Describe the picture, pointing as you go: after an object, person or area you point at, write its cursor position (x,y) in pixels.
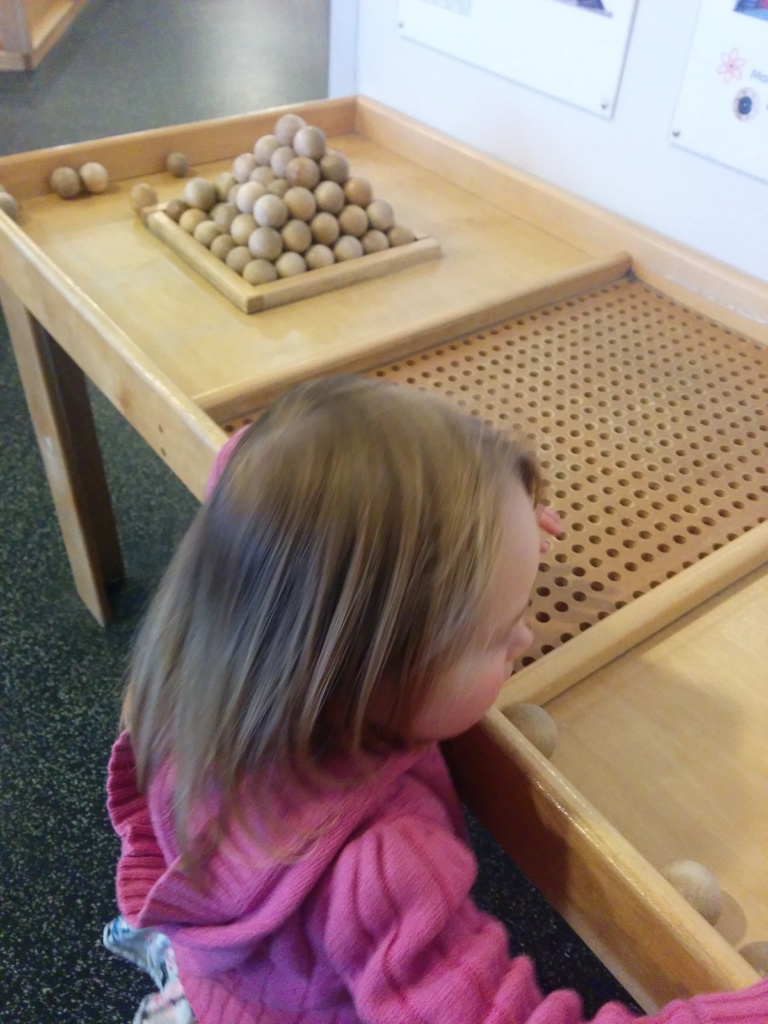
This is a picture of a girl (156,1017) who is wearing a pink color top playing with the balls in the table (477,382) like a game and behind her there are some group of balls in the table (356,336) and at the background (766,42) there are 2 hoardings (728,105) attached to the wall (506,132).
